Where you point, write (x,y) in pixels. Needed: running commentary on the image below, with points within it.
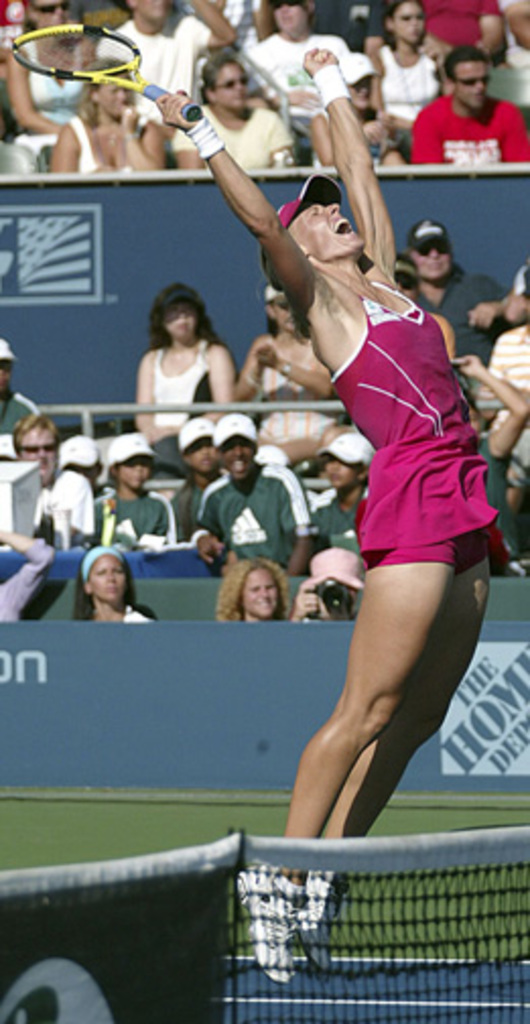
In this image I see a woman (318,283) who is wearing a pink dress (373,328) and she is holding a bat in her hands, I can also see she is wearing a cap (293,223). In the background (399,109) I see people (415,25) who are sitting and there is a net (17,1008) over here.
